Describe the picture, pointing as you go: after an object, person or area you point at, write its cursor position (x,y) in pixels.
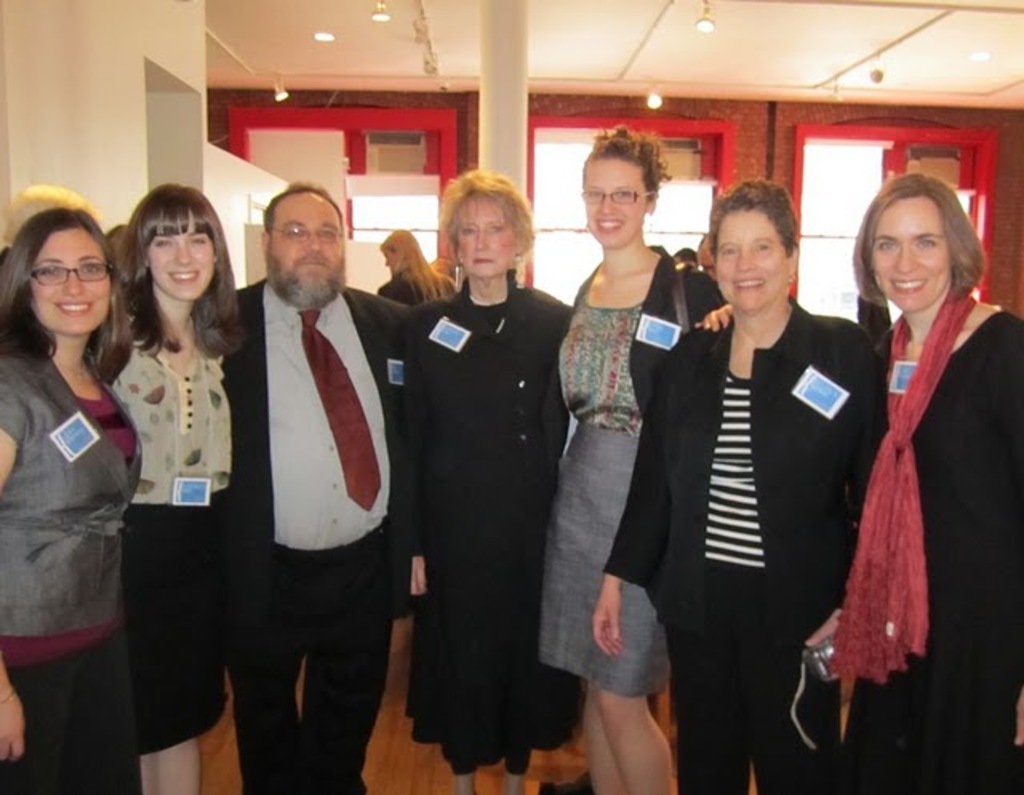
In the foreground (143,240) I can see a group of people (218,304) are standing on the floor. In the background (582,128) I can see a wall (791,164), windows (347,147), pillar (519,141) and a rooftop (680,61). This image is taken in a hall (465,434).
